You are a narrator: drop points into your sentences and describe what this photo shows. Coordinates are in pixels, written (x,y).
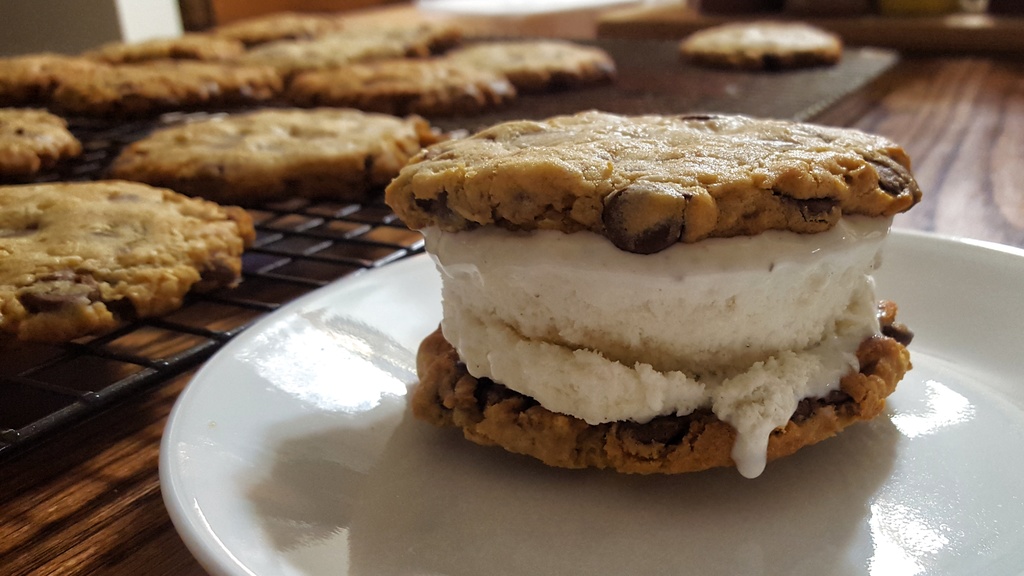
In this image, we can see an ice cream sandwich (786,182) on the plate (392,437). There are cookies (238,124) on grills (273,271).
